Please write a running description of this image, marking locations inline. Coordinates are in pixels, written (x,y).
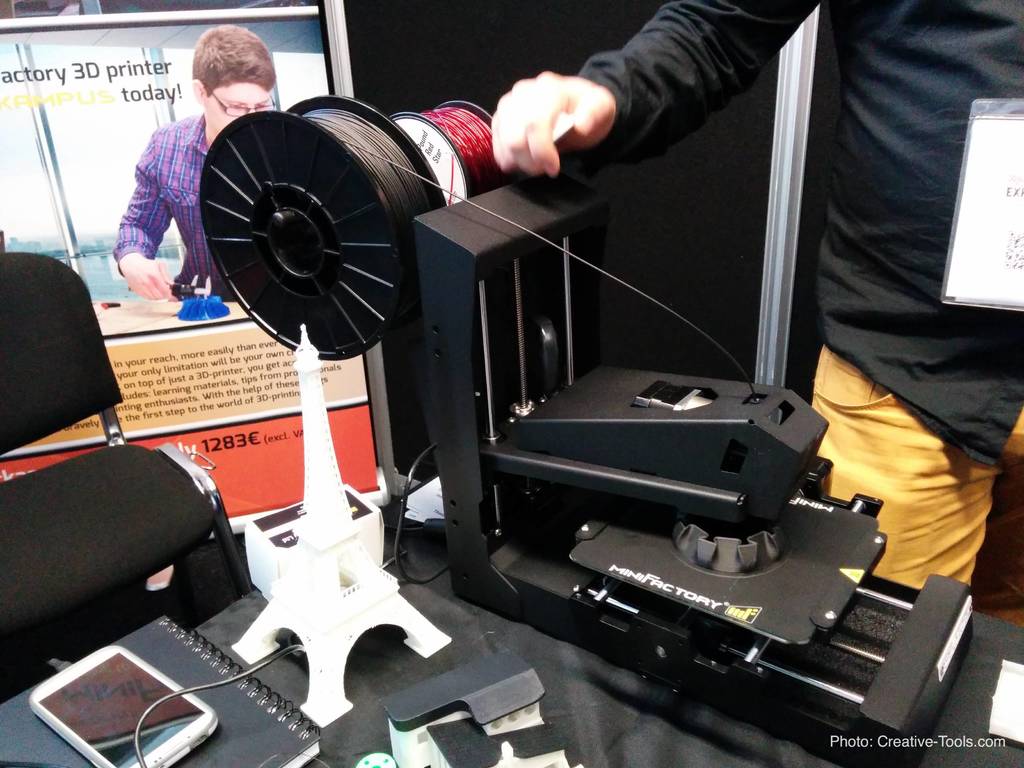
In this picture we can see a man (929,516) standing, tower (329,704), mobile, machine (520,431), book (241,665), chair (34,412), poster (362,373), name board (969,193) and some objects (699,554) and in the background (525,46) we can see the wall (535,63).
